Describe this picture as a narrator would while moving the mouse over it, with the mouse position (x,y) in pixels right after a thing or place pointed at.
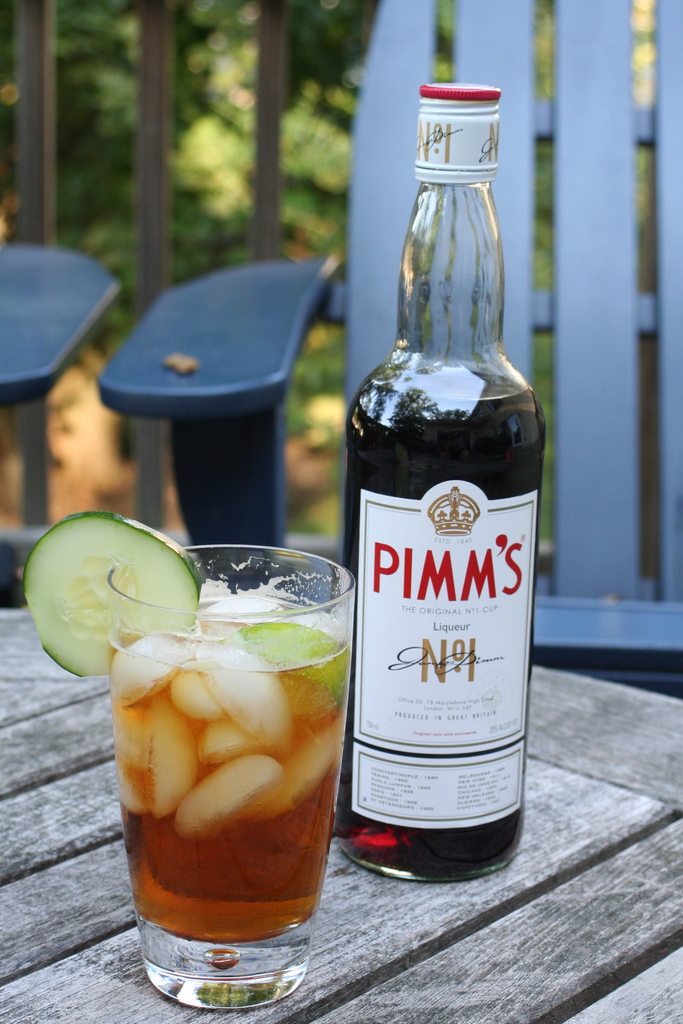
In this image I can see there is a glass (306,888) and bottle (393,843) kept on the table (451,920), back side I can see a fence (169,114) and there are some trees (208,76) visible, back side of the fence (169,105). on the glass (153,774) there is a drink (155,805).
